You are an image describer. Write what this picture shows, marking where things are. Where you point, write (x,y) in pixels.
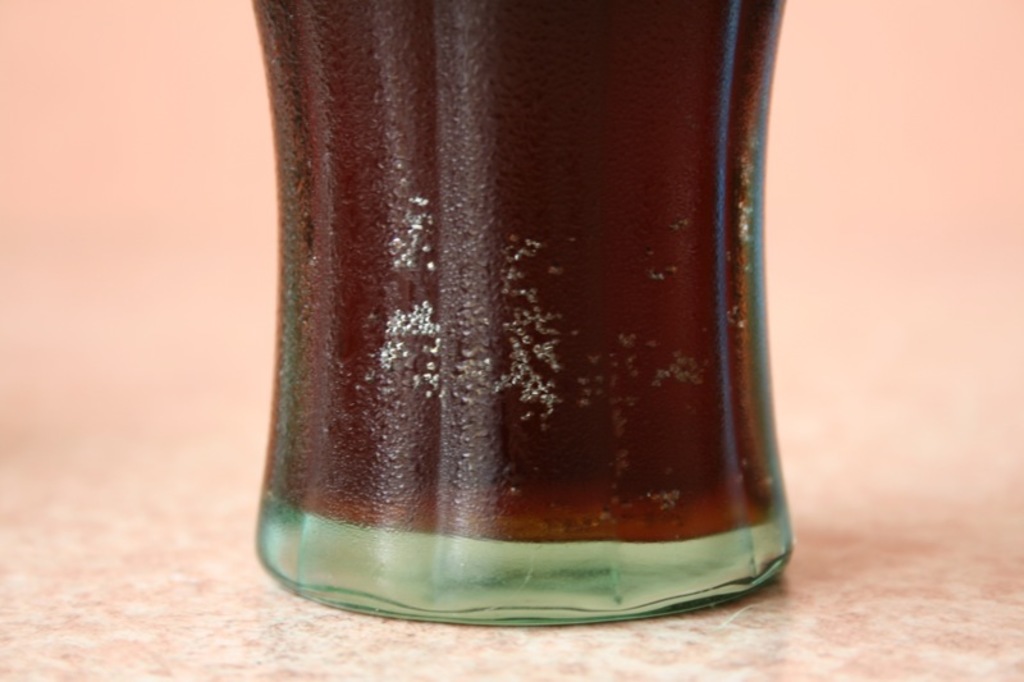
In this image we can see a bottle (469,569) placed on the surface (834,602).
